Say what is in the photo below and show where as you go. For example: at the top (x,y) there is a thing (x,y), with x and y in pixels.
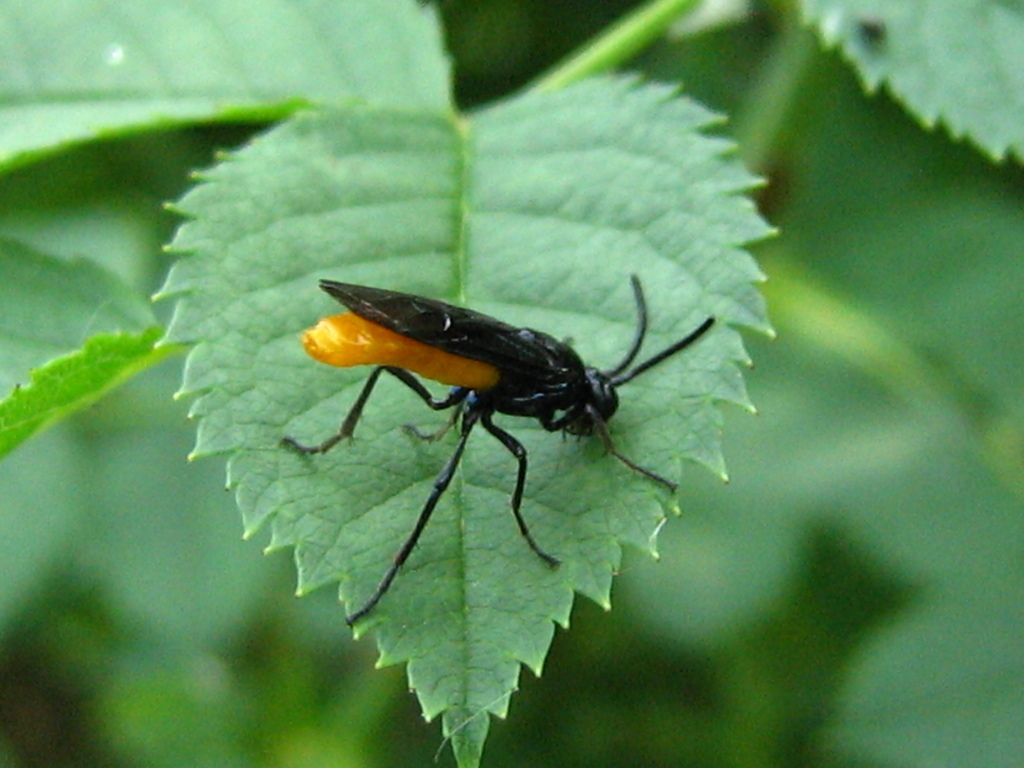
In the center of the image (371,336) we can see fly (401,382) on the leaf (280,362).
